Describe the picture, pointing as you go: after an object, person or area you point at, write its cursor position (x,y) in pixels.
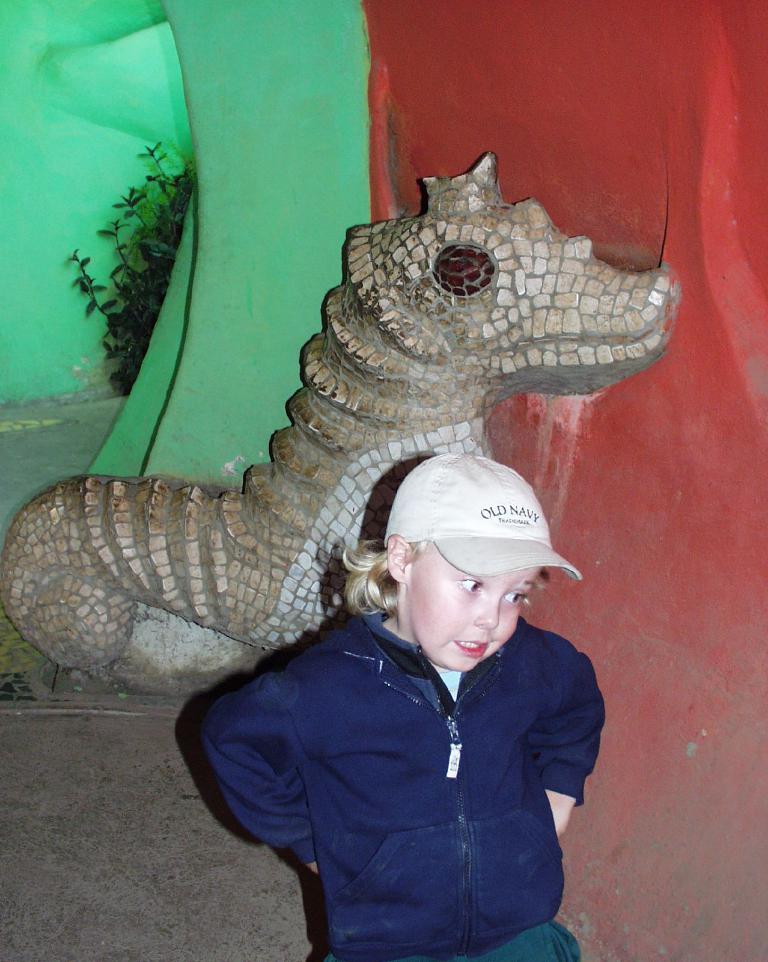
In this image I can see a kid (455,705) is talking, this kid (427,720) wore sweater (419,709), cap (475,543). Behind this person (351,640) there is a dragon statue (375,439), at the top (114,270) there are plants (153,262).
